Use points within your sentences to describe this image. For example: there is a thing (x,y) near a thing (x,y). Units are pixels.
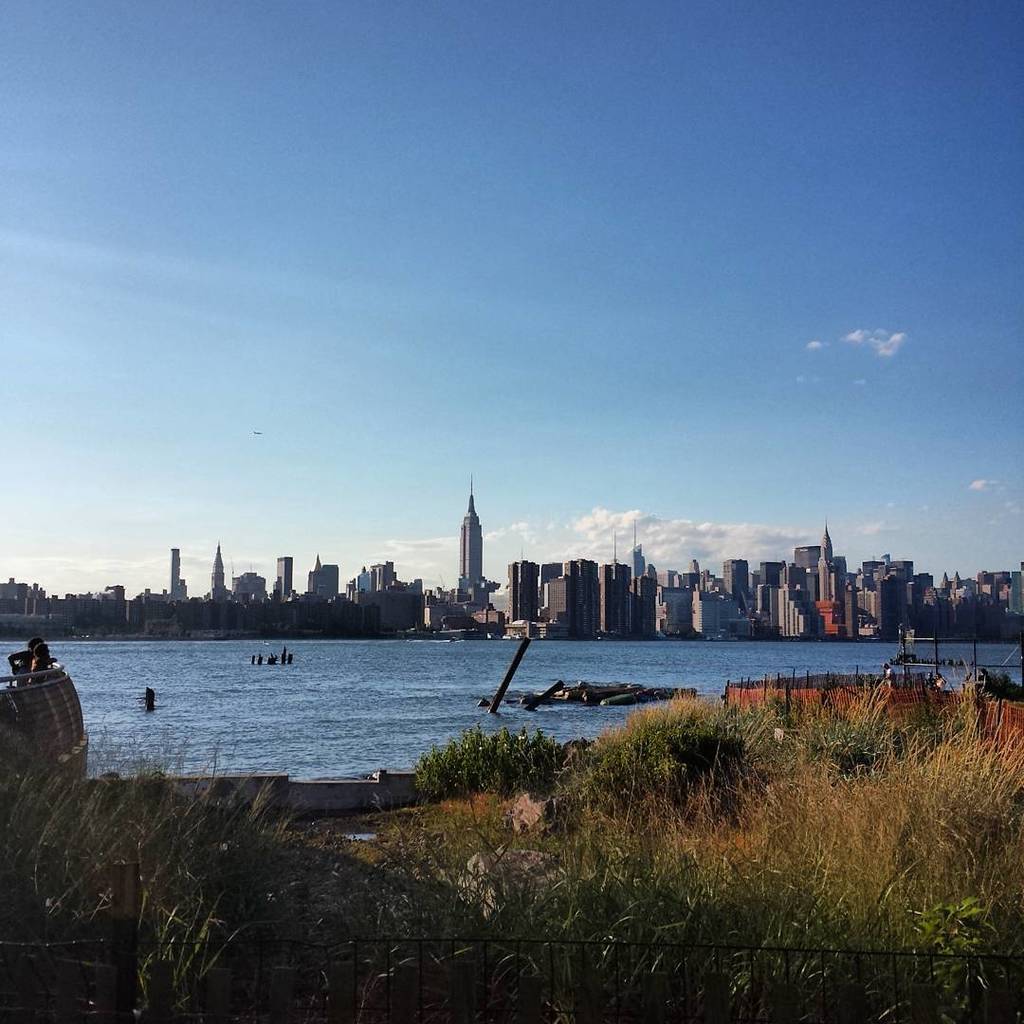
In this picture we can see grass (140,893) in the front (493,771), there is water (372,681) in the middle (420,652), in the background (615,602) there are some buildings (648,599), we can see the sky (490,296) at the top of the picture (497,132).
